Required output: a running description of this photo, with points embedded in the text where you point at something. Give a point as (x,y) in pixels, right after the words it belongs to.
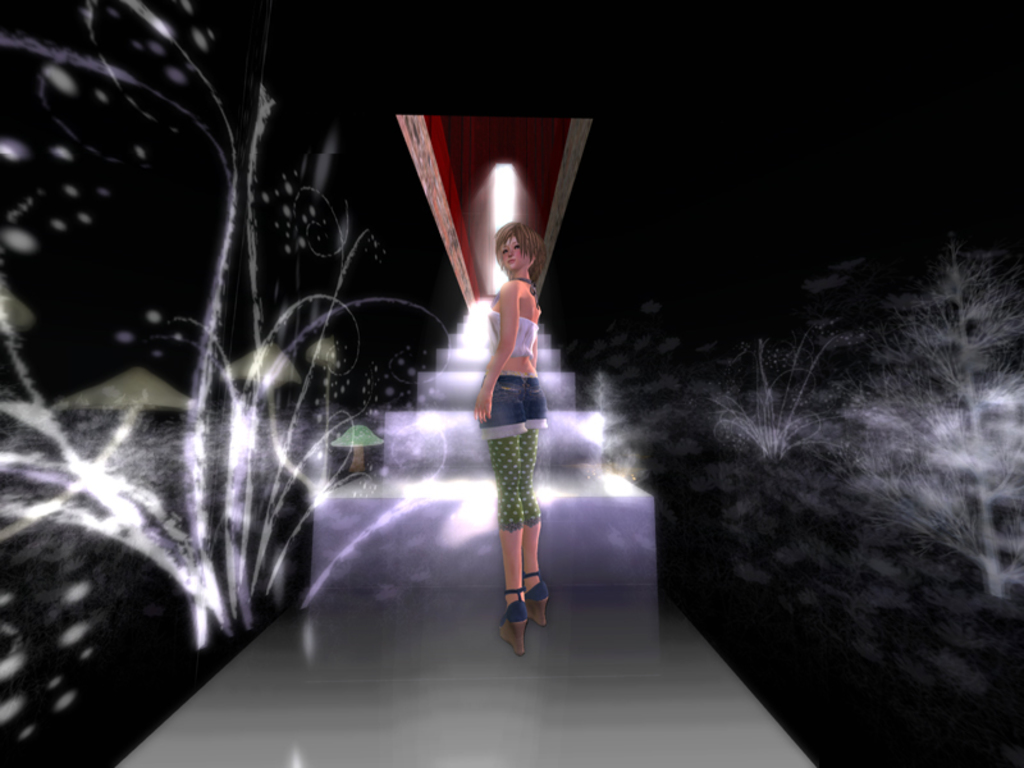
It is a graphical image. In the center of the image (518,401) we can see a person (501,513) is standing. In the background (495,500), we can see the lights (495,500) and some objects (322,463).
